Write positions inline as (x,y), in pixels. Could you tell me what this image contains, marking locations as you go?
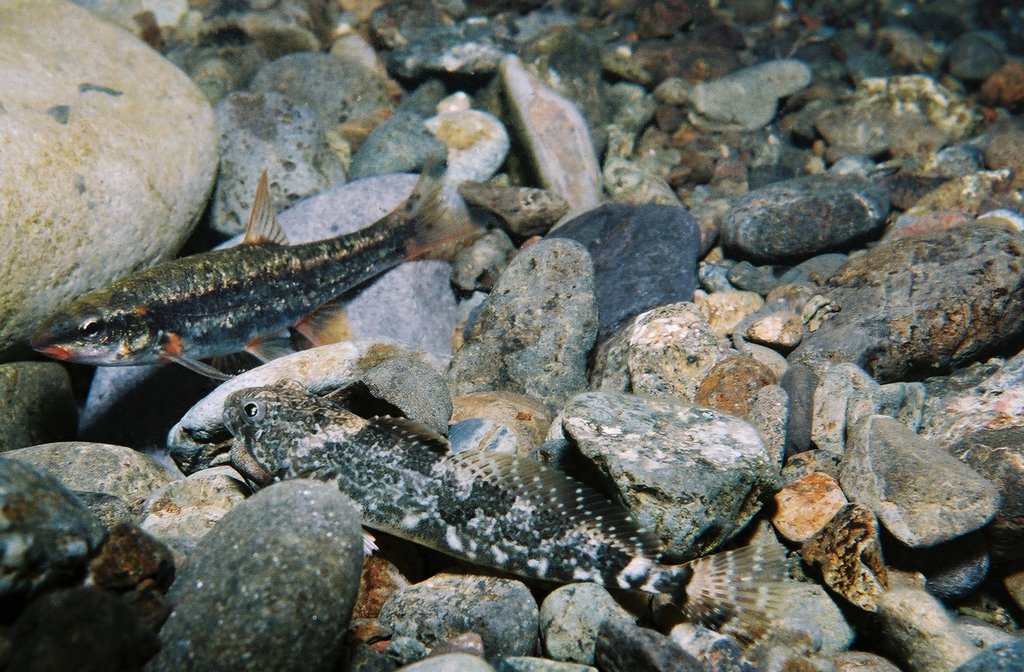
This image is full of stones (906,530) and there are two fishes (327,435) present.
